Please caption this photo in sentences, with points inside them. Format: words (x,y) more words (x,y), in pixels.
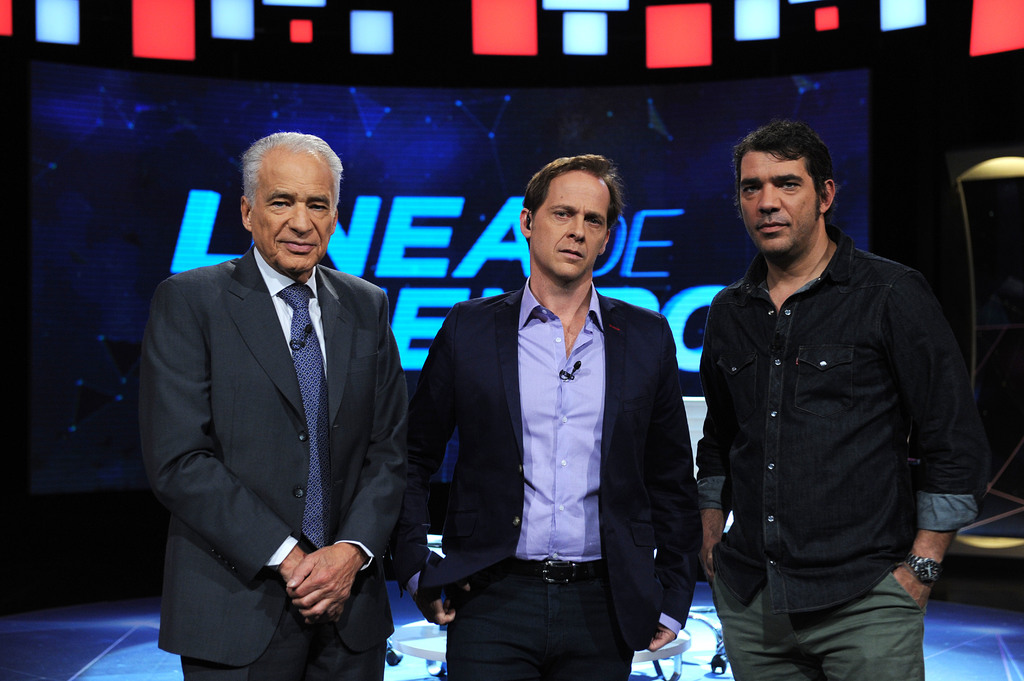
This image is taken indoors. In the background (105,212) there is a screen (423,135) with a text (394,275) on it and there is a table (657,652) on the floor (408,661). At the bottom of the image (402,661) there is a floor (127,670). In the middle of the image (492,343) three men (585,453) are standing on the floor (970,666).
